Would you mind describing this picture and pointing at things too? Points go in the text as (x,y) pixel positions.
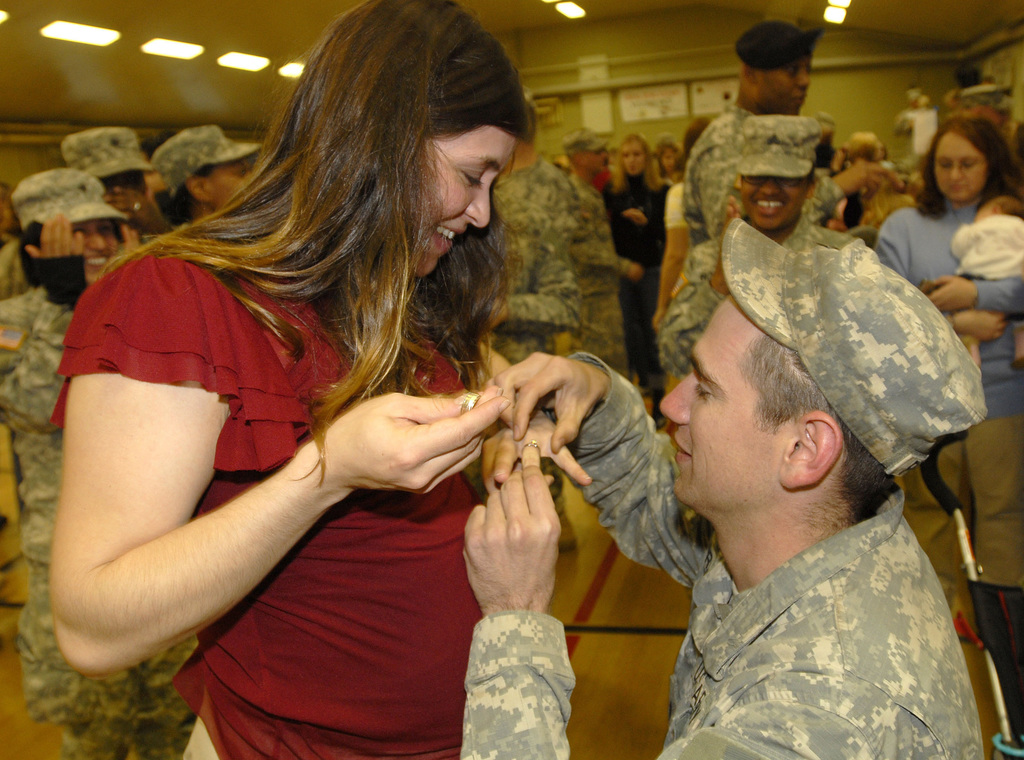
In this picture we can see a man (687,407) holding a finger (539,446) of a woman (278,231). This woman (325,471) is holding a ring (468,399) in her hand (432,437). We can see a woman (940,295) carrying a baby (983,250) in her hands (953,282). There are a few people (213,127) visible at the back (65,176). We can see a pipe (961,49), posters (590,124) on the wall (577,123) and other objects (564,117) are visible in the background (713,84). Background (955,81) is blurry.
